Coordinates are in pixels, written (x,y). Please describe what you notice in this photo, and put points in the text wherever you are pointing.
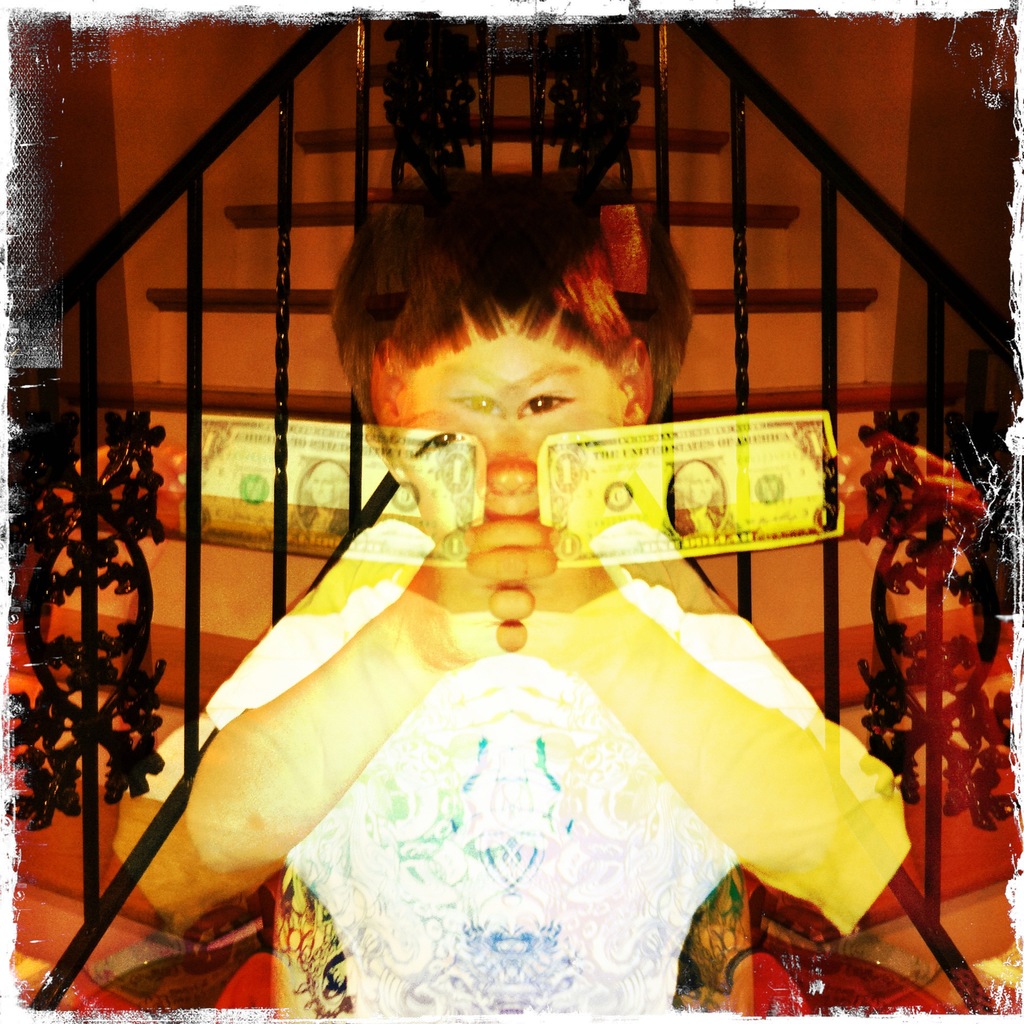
In this image I can see image of a boy (204,735) and I can see a staircase (756,264) and rods (154,207) and fence (879,212) visible in the middle (370,498) and I can see the wall (760,191) at the top (901,135).
